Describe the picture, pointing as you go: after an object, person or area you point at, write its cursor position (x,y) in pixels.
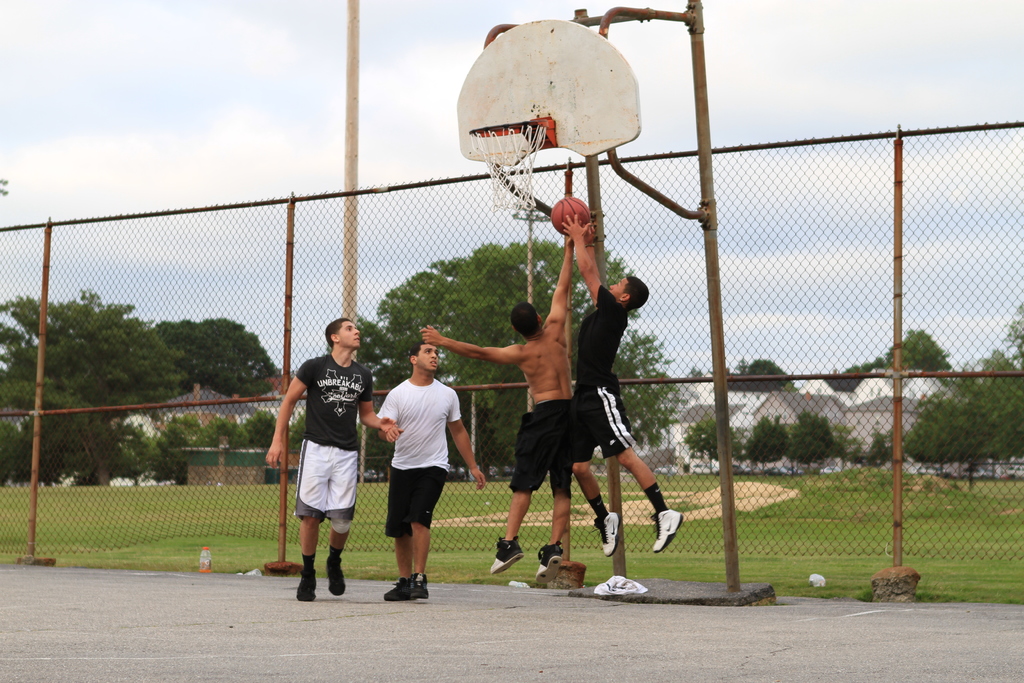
In this picture I can see there are few people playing basket ball and they are wearing shorts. There is a pole (601,244) with a basket (521,134) and there is a fence (700,528) in the backdrop (513,305) and there is grass (251,505) and trees (168,348), buildings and the sky (513,231) is cloudy.
